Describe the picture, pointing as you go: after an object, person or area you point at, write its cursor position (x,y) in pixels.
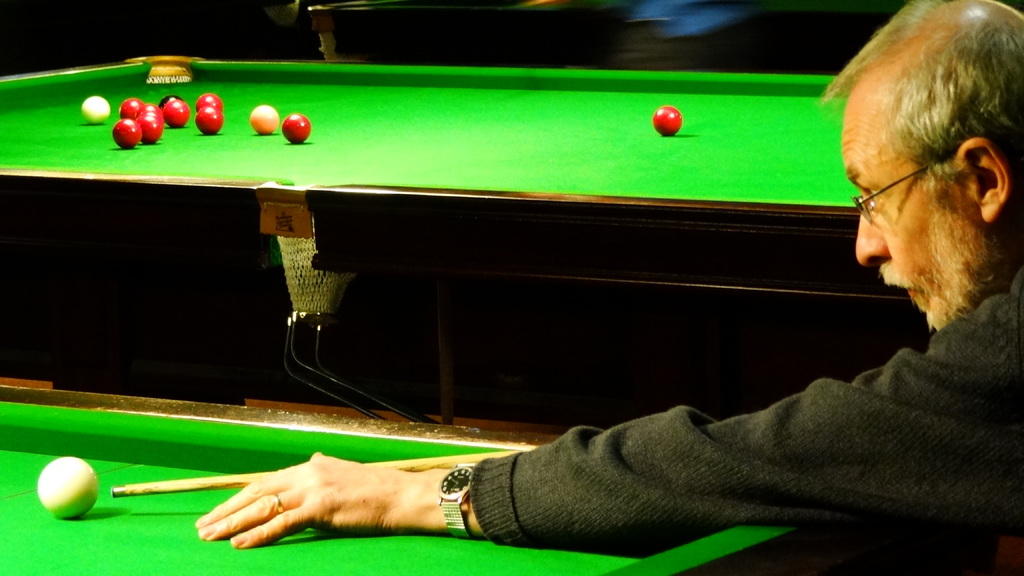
In this image there are two ball pool tables (377,198) in the bottom (125,513) and in the top (218,164). In the bottom table (245,413), there is a ball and a man (746,421) is hitting the ball (66,498) with the stick (169,488). He is wearing a black sweater (919,362) and spectacles (924,164). In the top table (264,168), there are colorful balls (291,139) on the table (403,149).
